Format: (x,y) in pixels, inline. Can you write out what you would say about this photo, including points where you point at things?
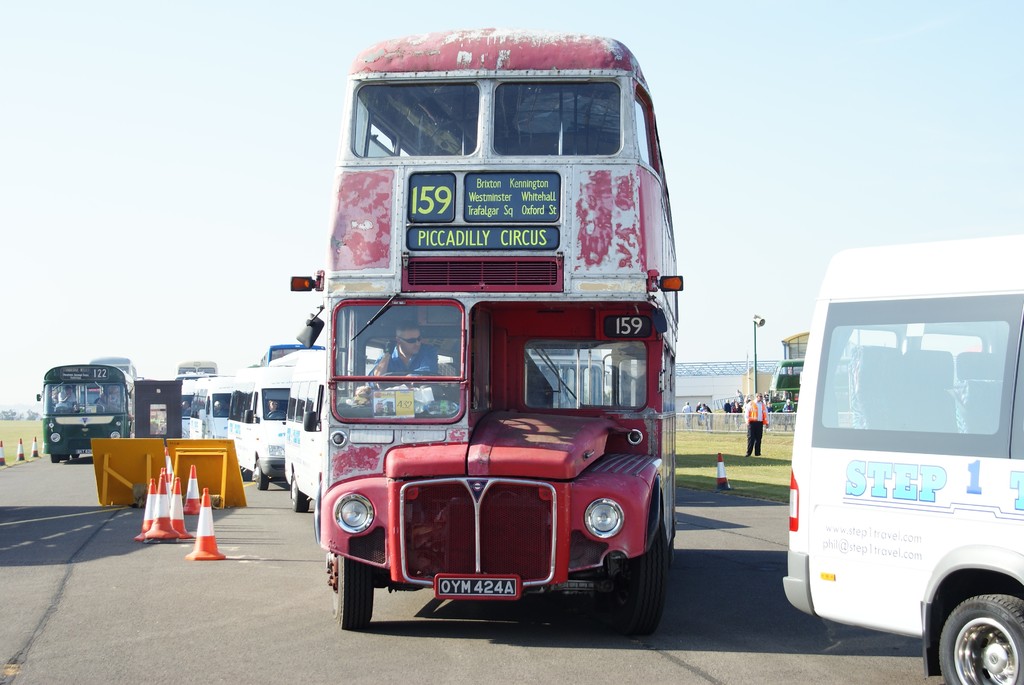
In this image we can see some trees (16,413), grass (13,439) on the ground (15,453), many safety poles (3,457), one light pole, one board (142,468). There are many vehicles (217,383) on the road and some people (67,403) are on the vehicles (481,389). Some people (765,404) are standing and one vehicle (795,382) is parked.
